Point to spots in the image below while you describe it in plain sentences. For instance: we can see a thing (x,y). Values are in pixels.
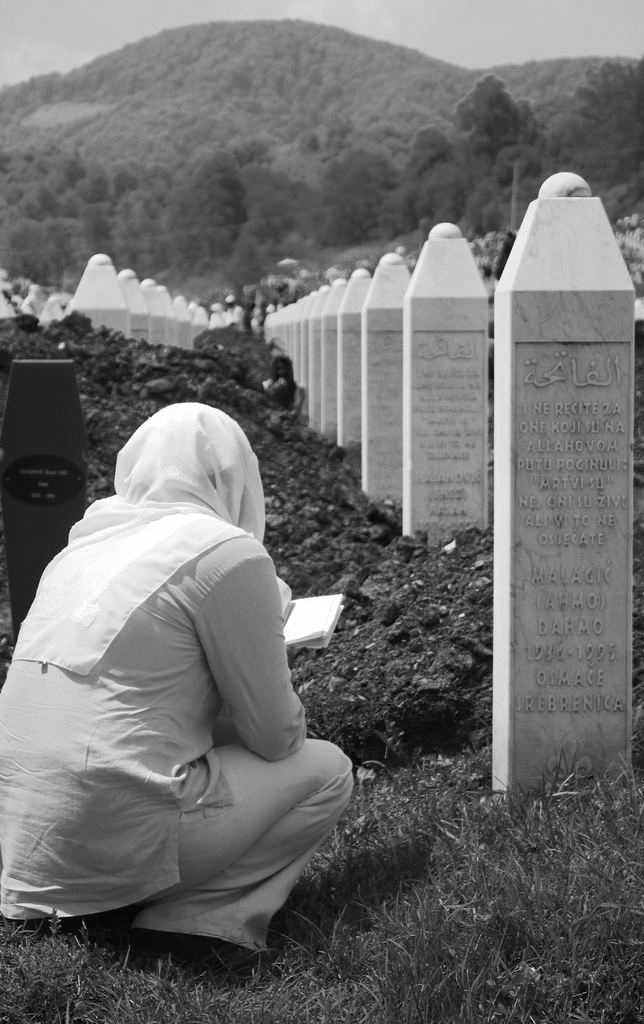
In this image we can see a person (139,687) is sitting on the ground (3,658), and holding a book (299,622) in the hands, there is a grass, there are headstones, there are trees (195,40), there is a sky (555,28), there it is in black and white.
